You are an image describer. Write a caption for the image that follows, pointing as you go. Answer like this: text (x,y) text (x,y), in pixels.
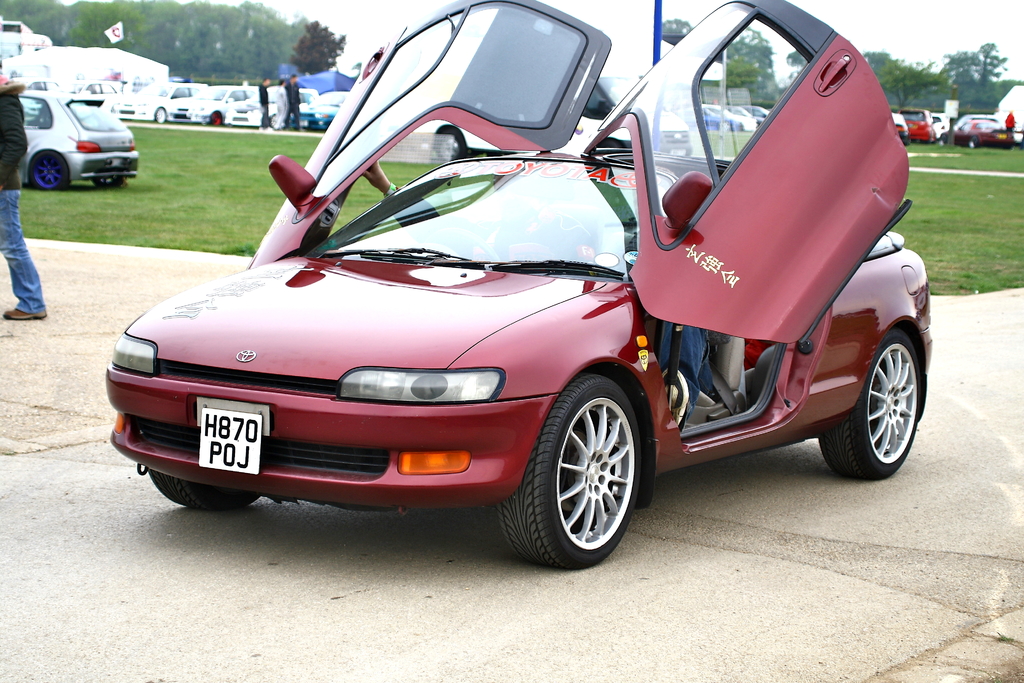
Here we can see vehicle (640,199). This vehicle doors (722,287) are open. Background (995,145) we can see grass (407,170), vehicles (311,123), people (12,147), pole (658,38), board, trees (147,34) and sky (862,48).
